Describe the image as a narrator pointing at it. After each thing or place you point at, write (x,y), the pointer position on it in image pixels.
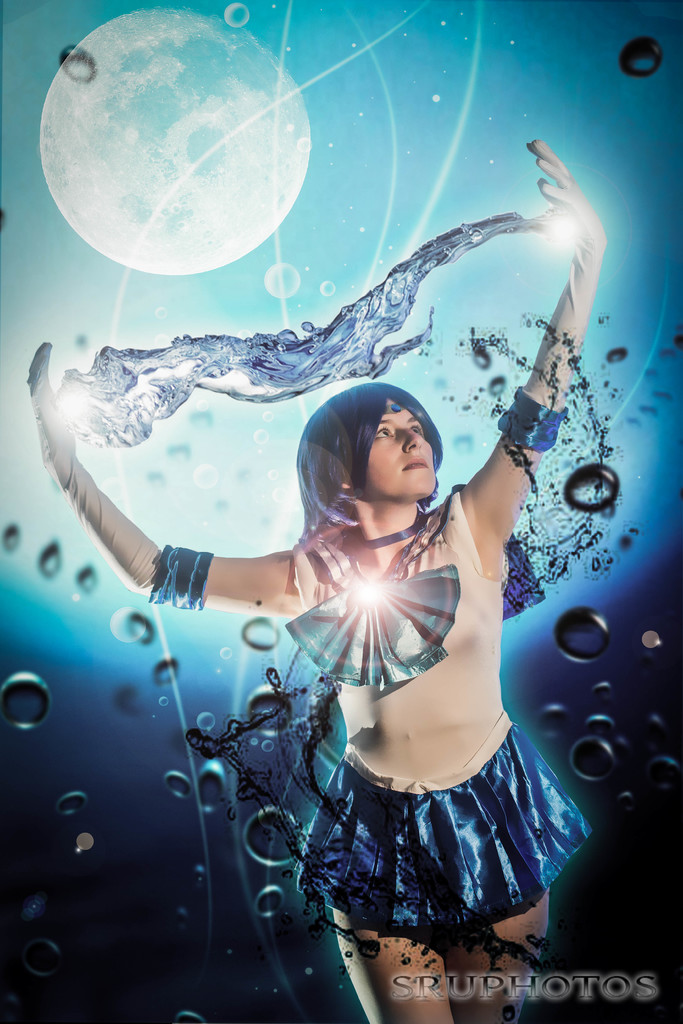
In this edited image, we can see a person (461,501) wearing clothes (469,696). There is a moon (209,203) in the top left of the image (138,64). There is a watermark (600,985) in the bottom right of the image (549,998).
